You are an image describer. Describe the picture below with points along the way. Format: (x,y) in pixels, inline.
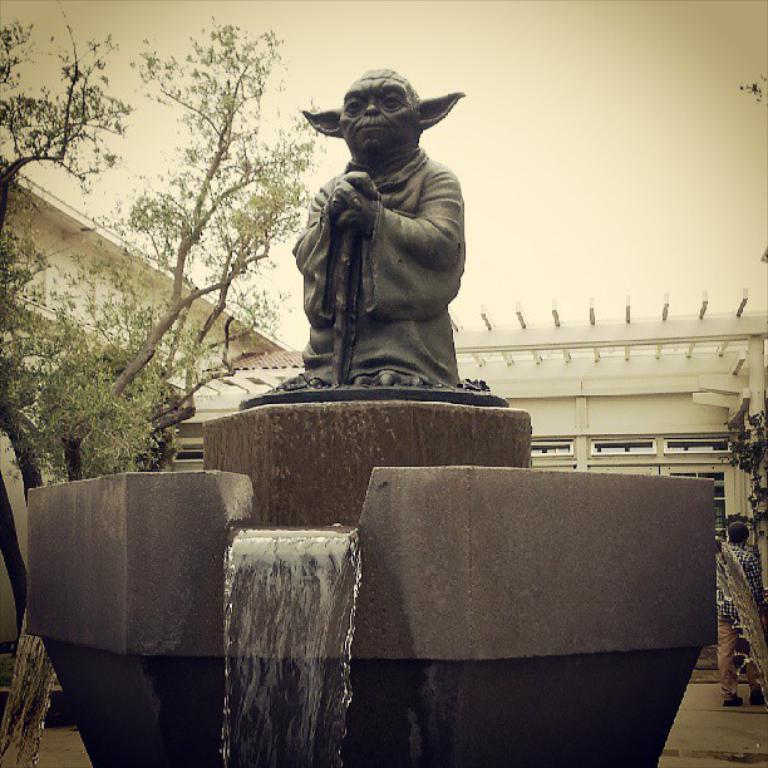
In this picture there is a statue (438,281) and fountain (525,526) in the foreground (507,441). At the back (581,463) there is a building (289,362) and there are trees (13,272). On the right side of the image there is a person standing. At the top (453,153) there is sky (533,153).
